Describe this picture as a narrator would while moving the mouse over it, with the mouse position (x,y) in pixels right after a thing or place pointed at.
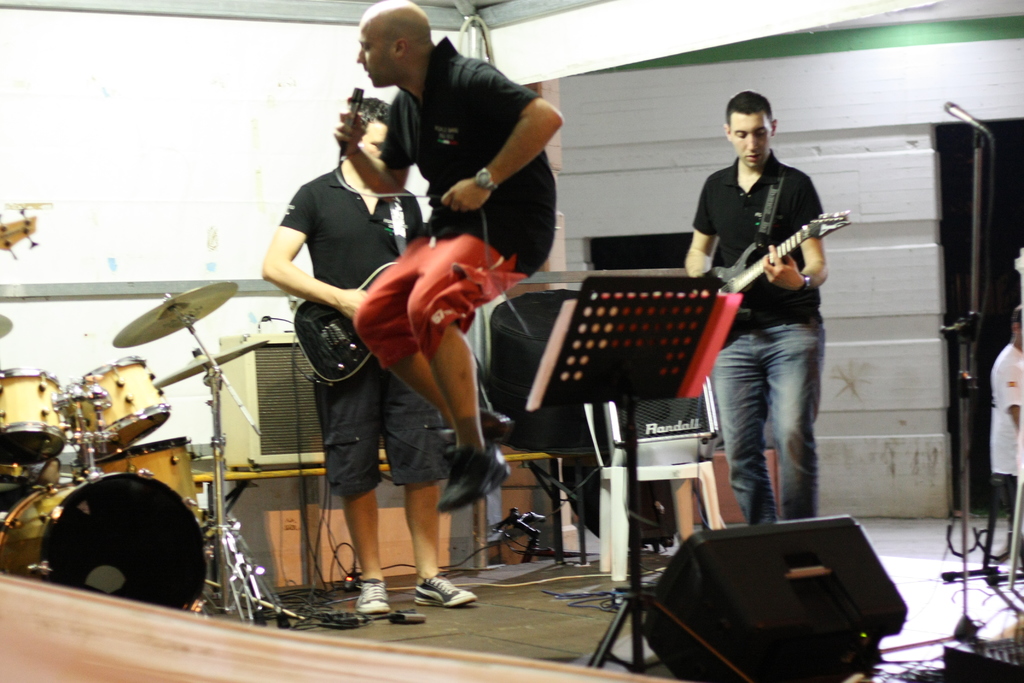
A person (466,191) wearing black and red dress (440,204) is holding a mic (359,100) singing and jumping. In the back (363,275) a person (339,288) is holding a guitar (328,360) and playing. Also in the other side another person (765,297) is holding a guitar (763,267) and playing. There is mic stand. There are speakers (753,589). In the left (81,422) end there is a drums (162,406) and cymbal (189,322). In the background (616,171) there is a wall (604,175).
